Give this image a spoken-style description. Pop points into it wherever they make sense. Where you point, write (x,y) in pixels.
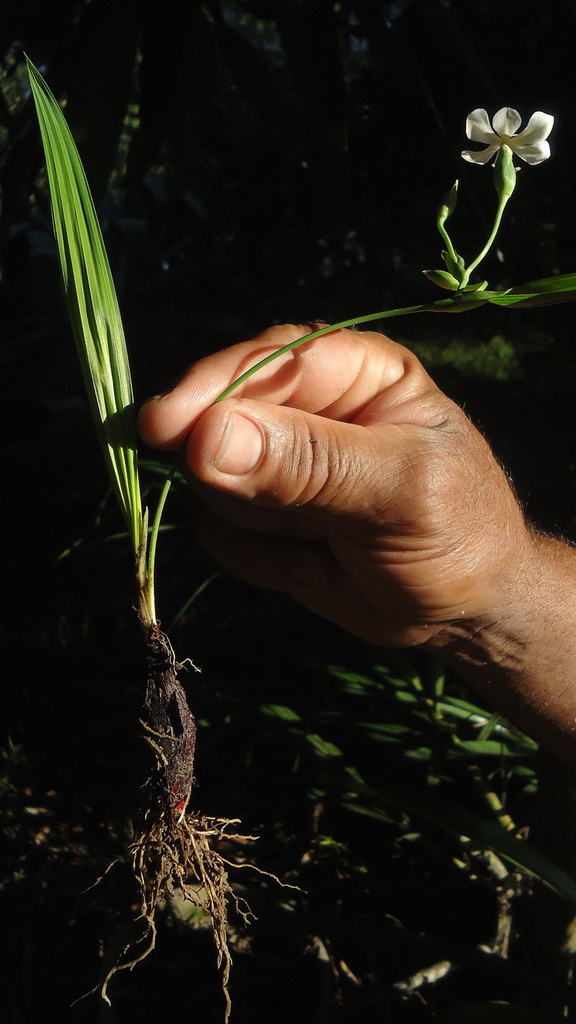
In this image, we can see the hand (276,466) of a person (272,440) holding a plant (272,356). We can see the ground (434,882) with some leaves (539,874). We can also see the dark background (288,40).
